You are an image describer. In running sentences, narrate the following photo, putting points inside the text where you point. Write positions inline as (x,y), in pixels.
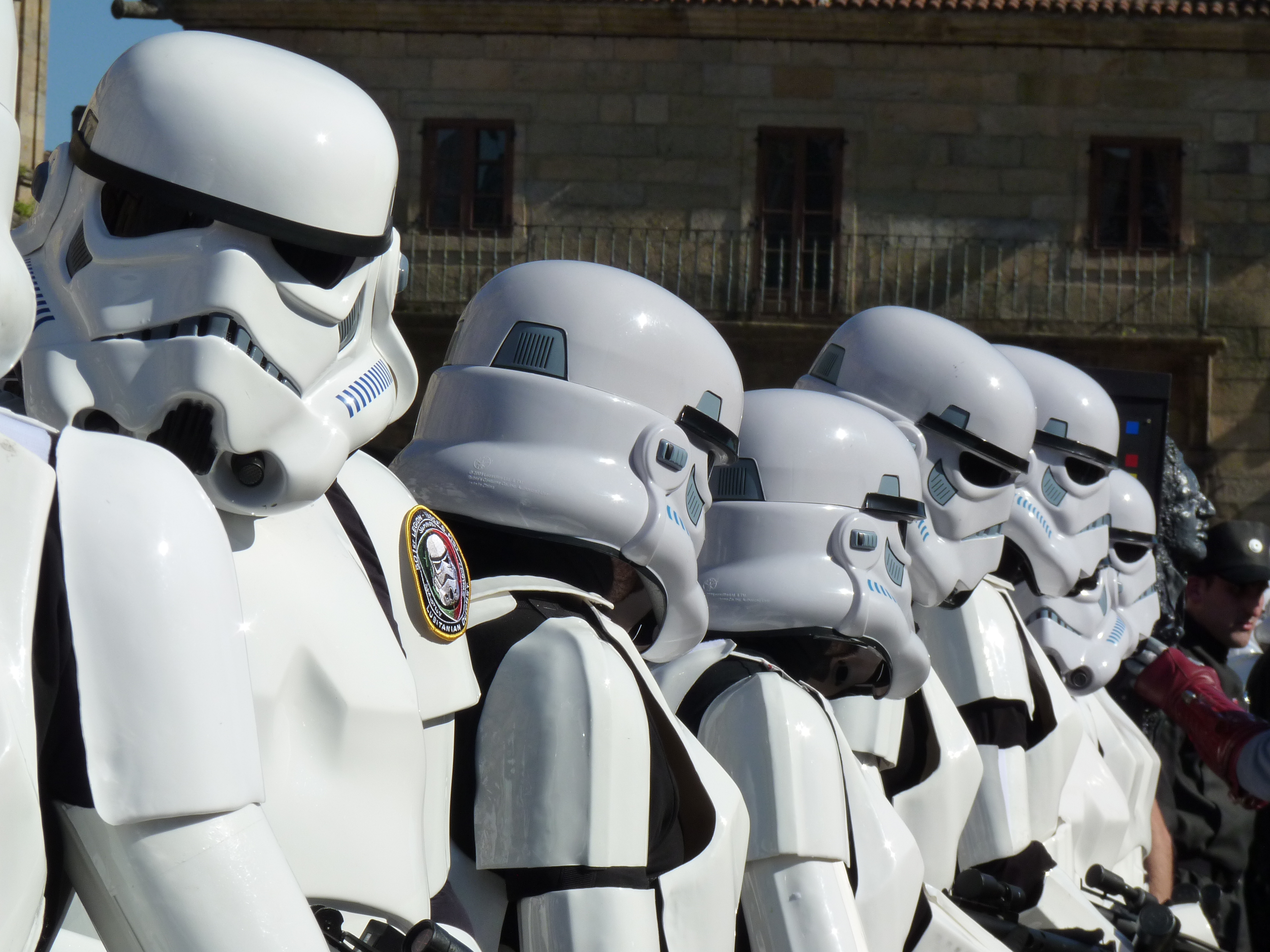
There are people (520,464) in costumes (719,639) in the front of this image (412,639) and there is a building (597,156) in the background (778,174).
